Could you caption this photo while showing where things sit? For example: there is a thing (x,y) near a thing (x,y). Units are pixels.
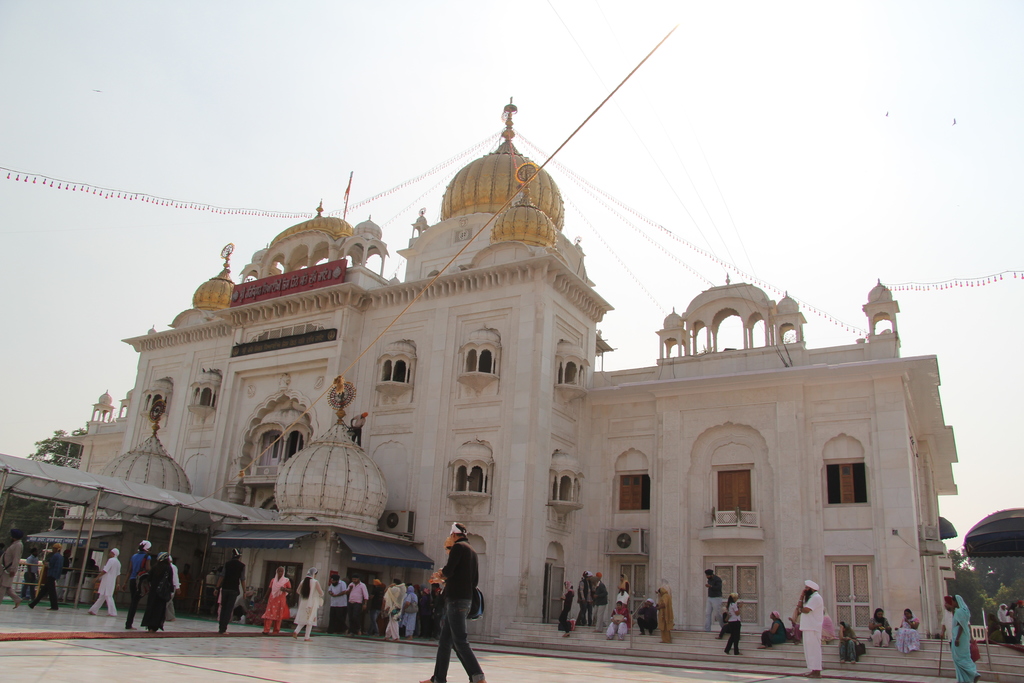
In this picture there is a building (781,443) and there are trees (1008,567). In the foreground (452,533) there are group of people (909,630) walking. At the top (372,220) there is sky (194,220). At the bottom (360,665) there is a floor (342,668). On the left side of the image (57,489) is a shed (95,497) and there is text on the wall (429,311). On the right side of the image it looks like an umbrella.
